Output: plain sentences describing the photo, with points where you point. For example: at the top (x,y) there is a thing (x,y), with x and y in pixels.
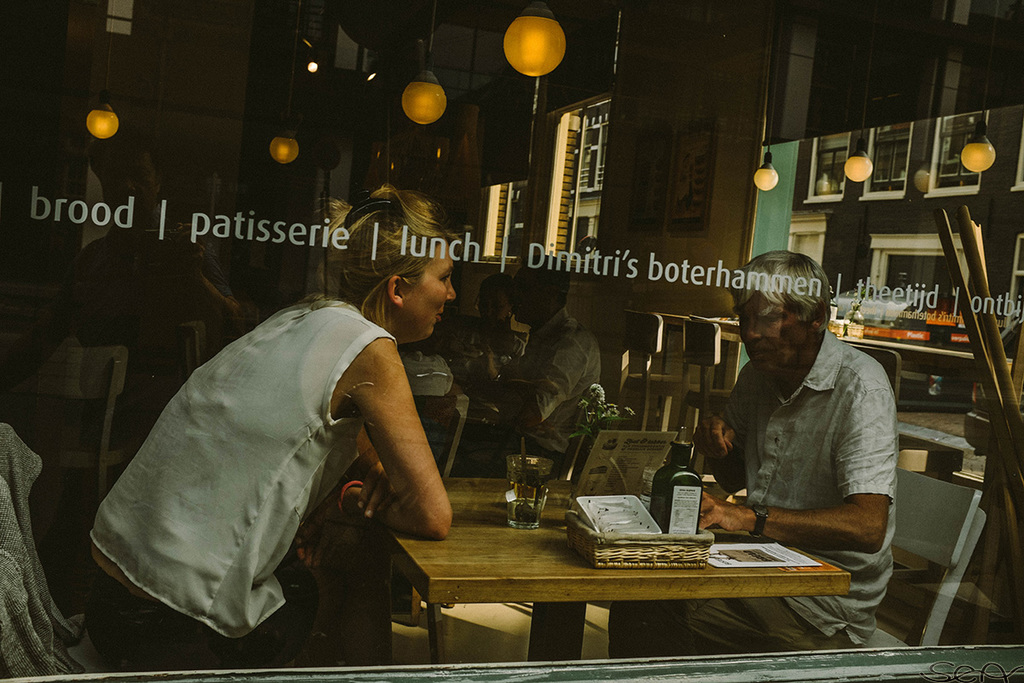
In the image there is a woman (350,350) and old man (786,449) sat on chair (945,595) in front of table (559,525), there is a glass (541,494) and bottle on the table (702,573). in the ceiling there are hanging lights (533,39), it seems to be of cafe and the background (854,302) it seems to be of seating area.
